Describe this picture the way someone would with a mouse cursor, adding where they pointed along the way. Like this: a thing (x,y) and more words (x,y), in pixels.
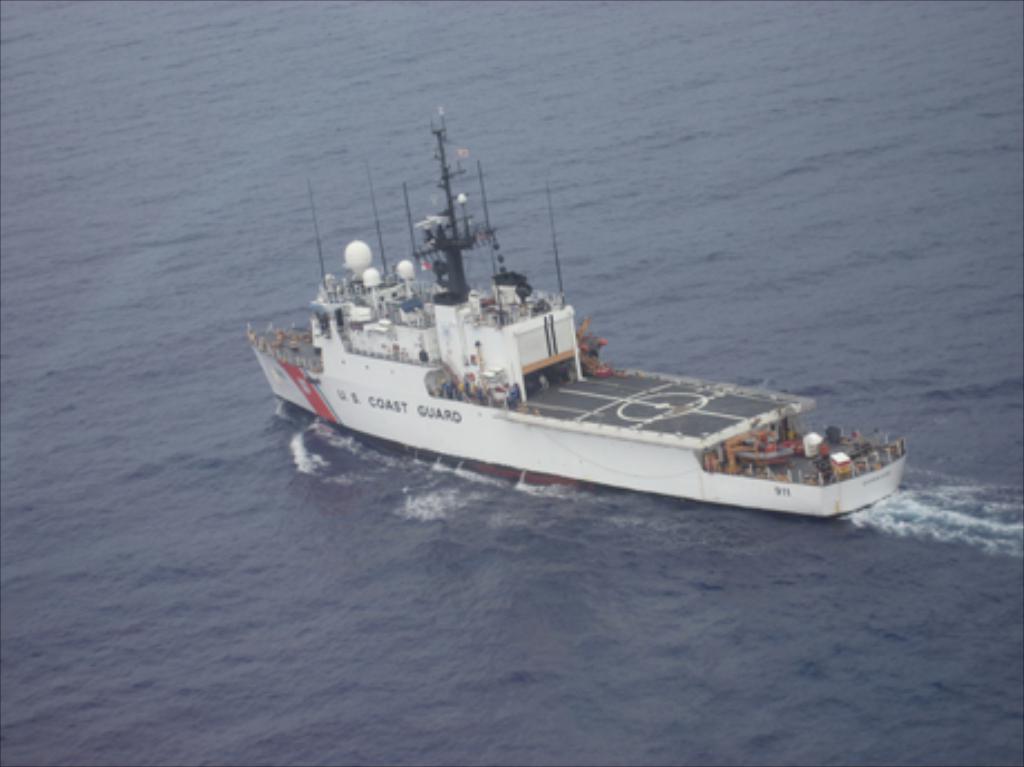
In this picture there is a ship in the center of the image (665,466) on the water (100,253) and there is water (287,214) around the area of the image.
